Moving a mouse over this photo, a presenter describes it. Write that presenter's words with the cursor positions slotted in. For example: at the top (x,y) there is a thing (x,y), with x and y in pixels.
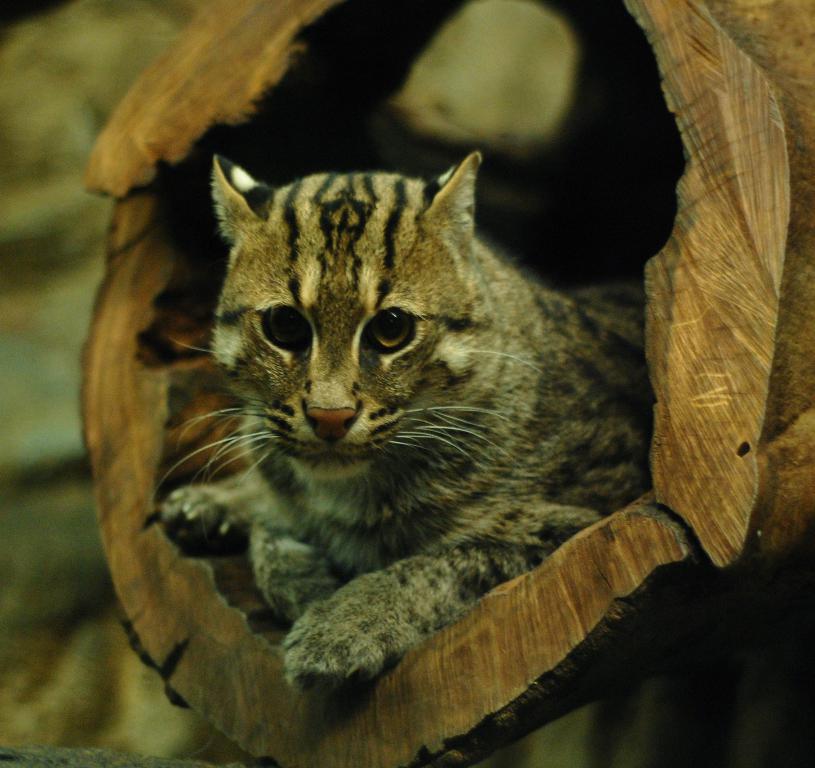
In this image I can see cat (174,495) which is in brown and black color laying on some object (231,573).
